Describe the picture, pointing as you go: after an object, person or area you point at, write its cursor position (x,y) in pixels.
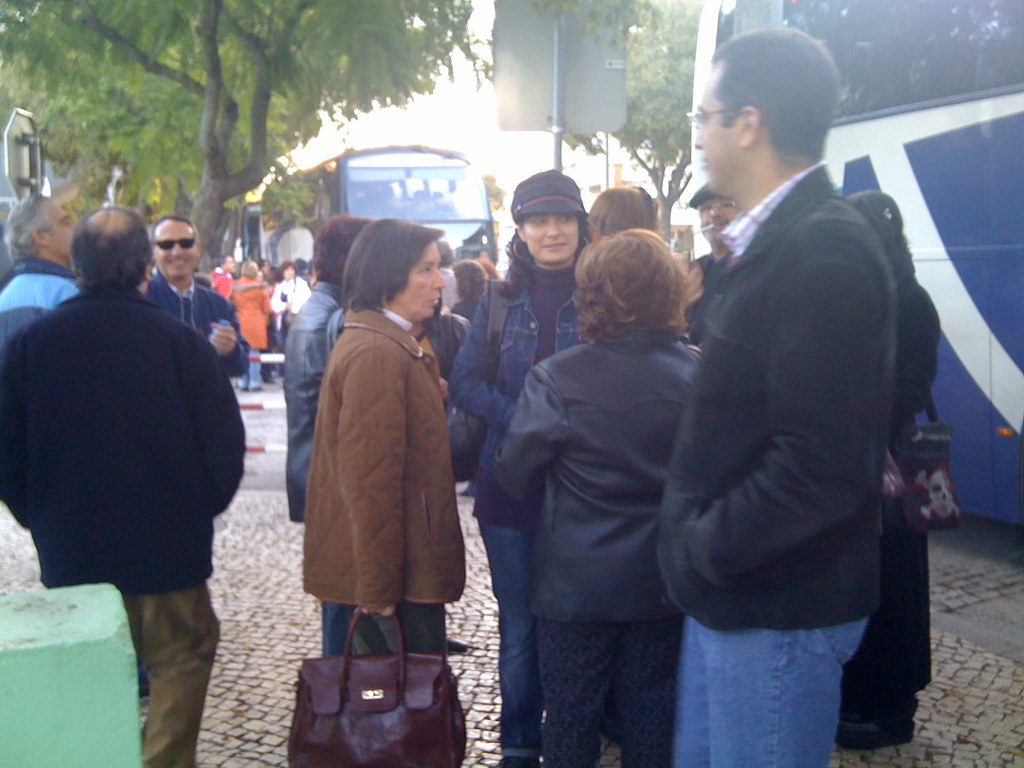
Group of people (556,358) standing. This person (368,434) holding bag (360,700). We can see vehicles (898,127) and trees (673,59), sky (484,125).
